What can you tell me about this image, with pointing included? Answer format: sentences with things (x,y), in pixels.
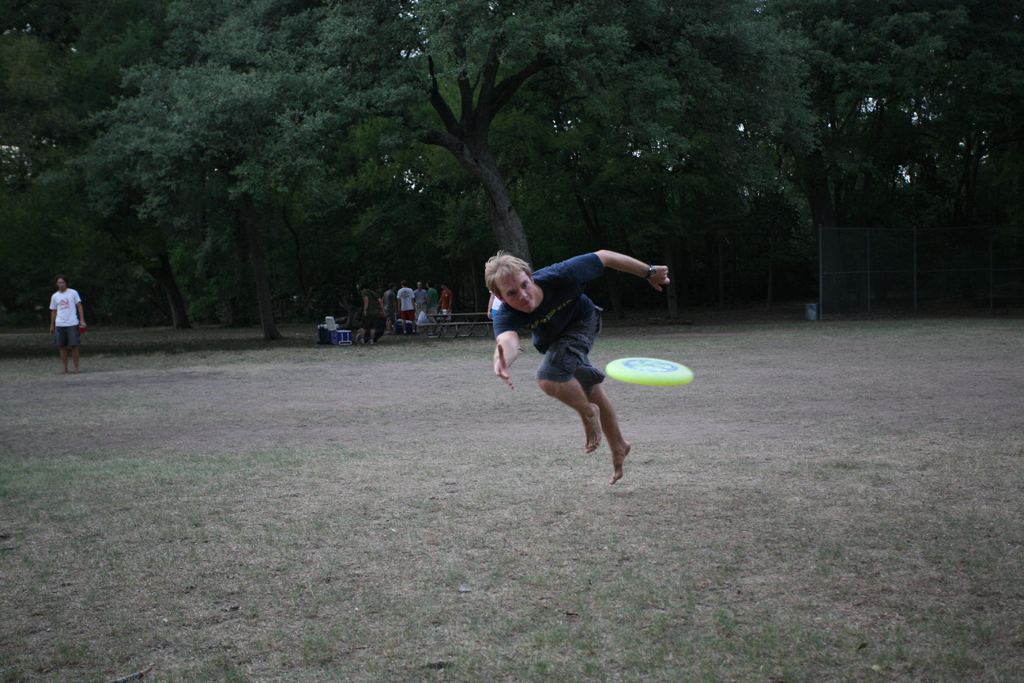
In this picture, I can see a man (504,350) jumping and trying to hold a flying disc (662,371) and i can see trees (715,120) and few of them (411,322) standing on the back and grass (477,594) on the ground (339,550) and the disc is green in color.
